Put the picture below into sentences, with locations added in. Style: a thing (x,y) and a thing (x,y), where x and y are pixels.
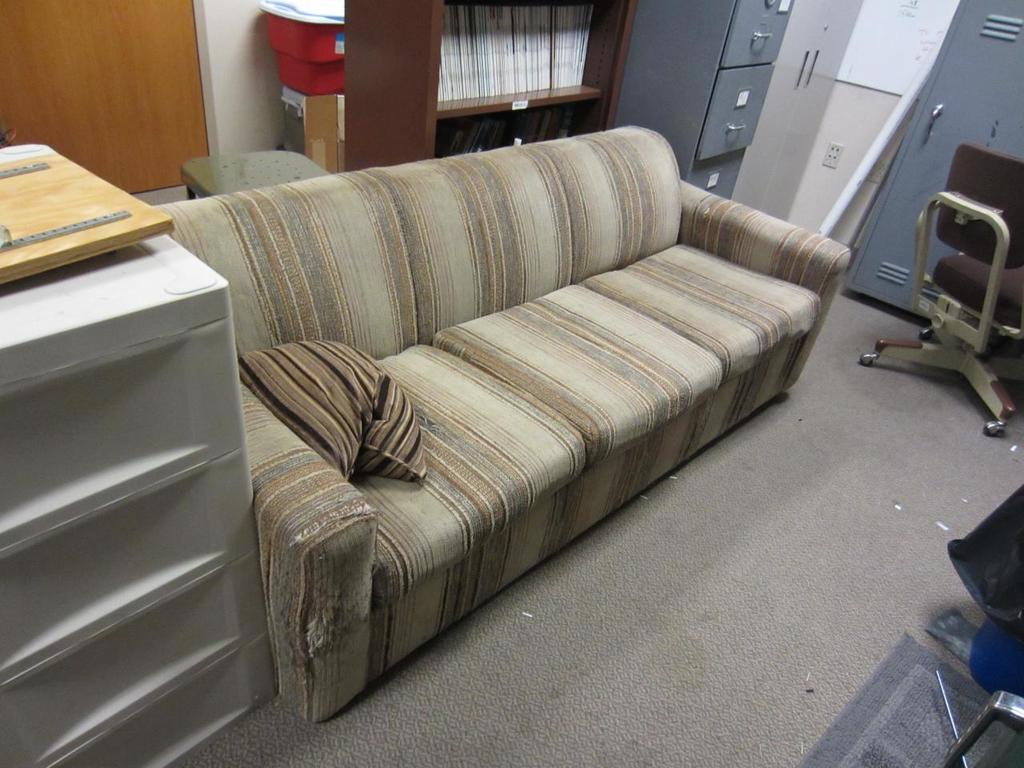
this picture shows a sofa bed (587,161) and we see a bookshelf (405,40) and cupboards (807,150) on the side and we see a chair (983,402).
